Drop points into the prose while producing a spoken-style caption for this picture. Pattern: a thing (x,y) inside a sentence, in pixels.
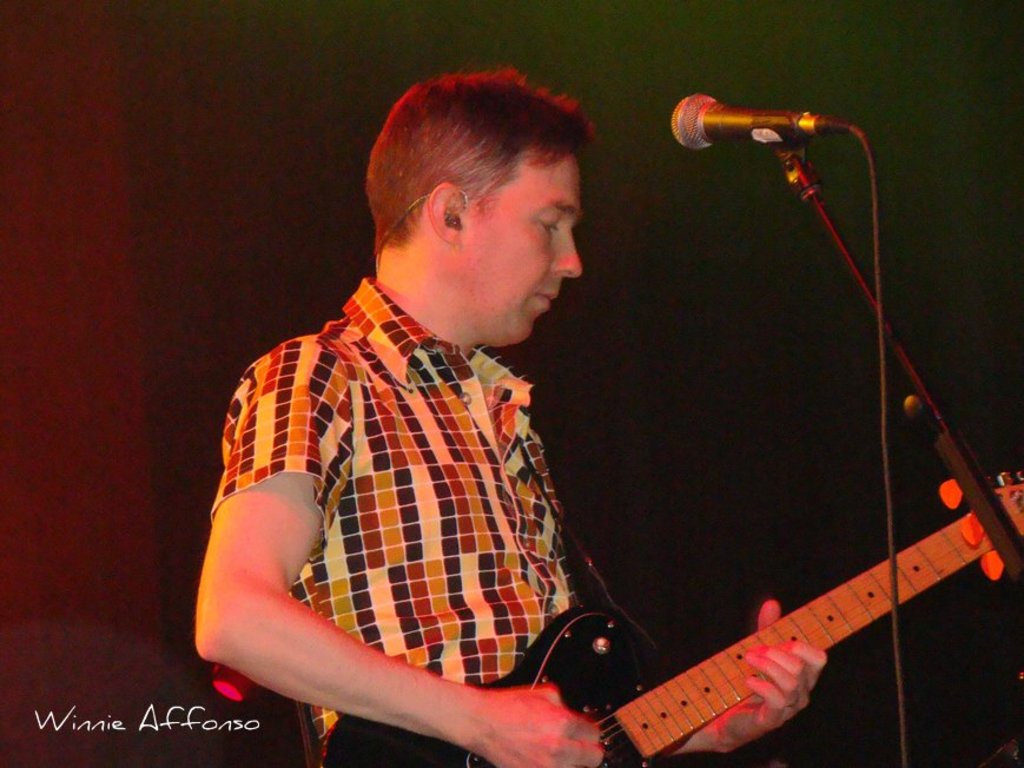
This is an image clicked in the dark. Here I can see a man (337,491) holding a guitar (592,673) in the hand (574,716) and facing towards the right side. In front of this man (501,249) I can see a mike stand (790,156). The background (177,293) is in black color. In the bottom left (158,721) I can see some text (138,726).
